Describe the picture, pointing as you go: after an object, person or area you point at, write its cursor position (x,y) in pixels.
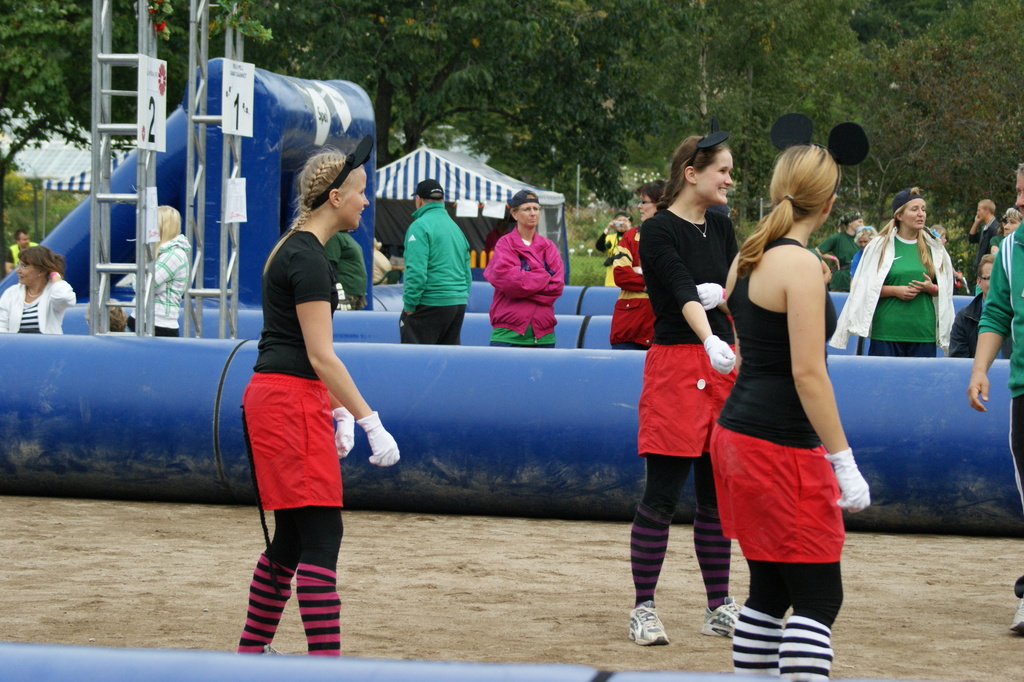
In this image there are people (460,285) standing on ground (611,586) and there are balloons (561,359), in the background (901,62) there are trees (533,12).
